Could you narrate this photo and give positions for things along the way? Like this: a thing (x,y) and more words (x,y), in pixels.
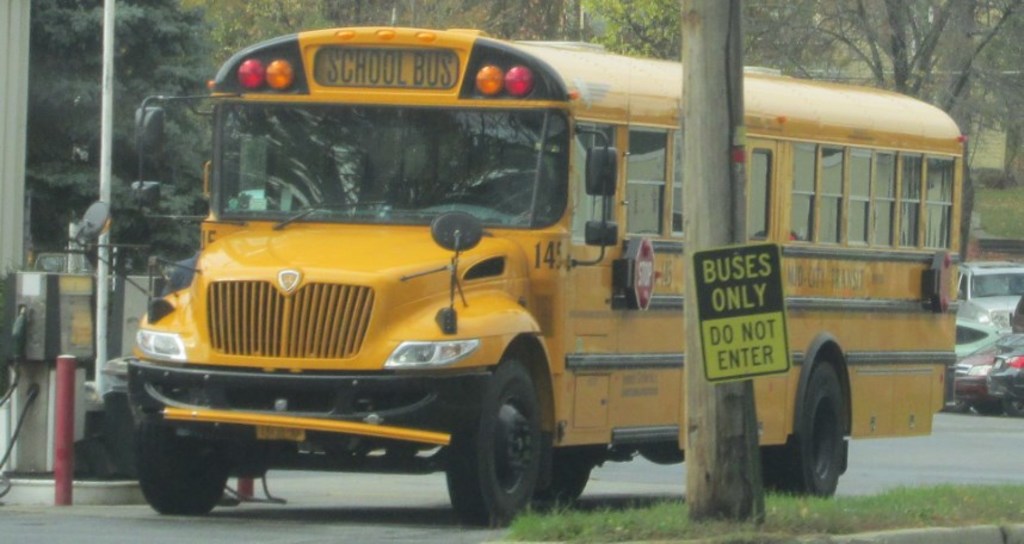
In the center of the image (626,312) we can see a bus (434,120) on the road (284,486) and there are cars (1020,351). On the right (707,458) there is a pole (730,398) and we can see a board (728,352) placed on the pole (726,385). At the bottom (569,531) there is grass (565,511). In the background (71,57) there are trees (911,6).
